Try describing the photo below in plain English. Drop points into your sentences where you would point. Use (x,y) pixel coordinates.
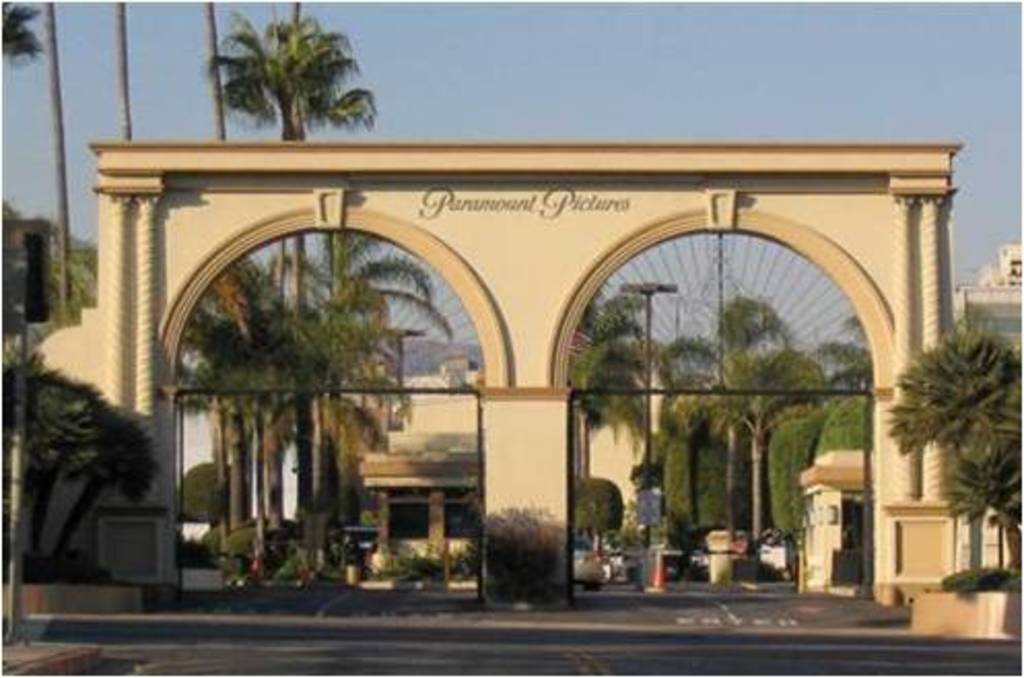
In this picture, we can see an arch (471,212) with some grills (805,304), some text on it, and we can see the road (440,607), poles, trees (760,477), buildings (399,441), plants (665,475) and the sky (281,6).
